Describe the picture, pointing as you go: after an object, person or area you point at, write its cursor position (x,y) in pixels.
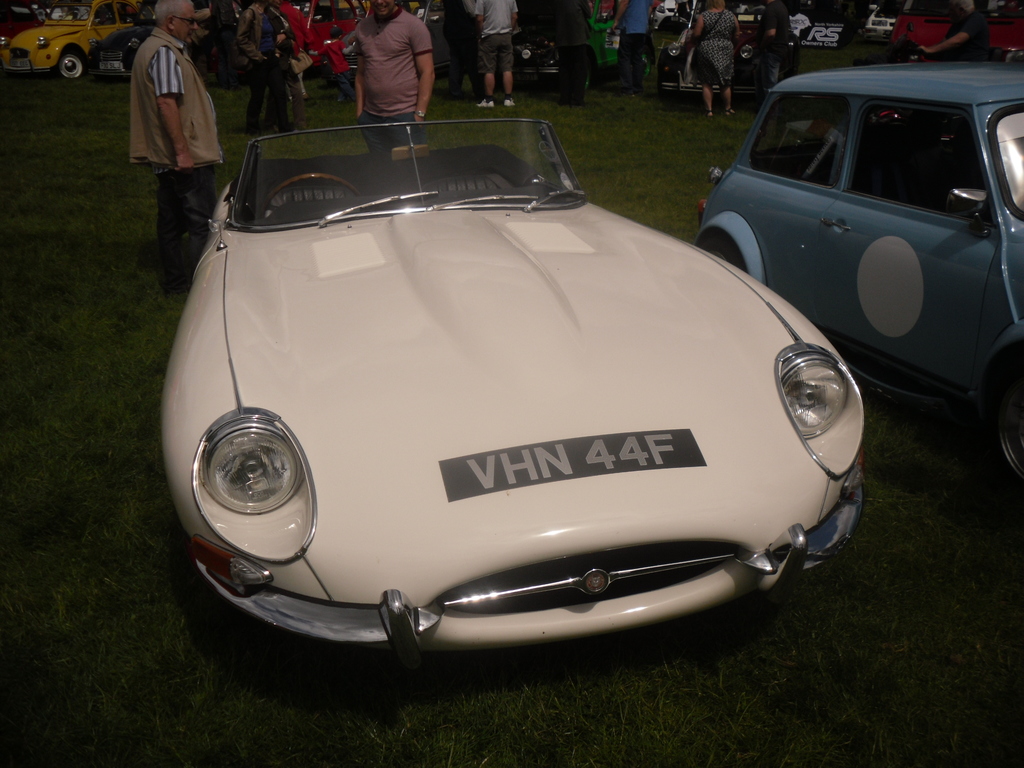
In this image there are a group of persons (420,80) standing towards the top of the image (973,51), there is grass (240,123) towards the bottom of the image (660,641), there are cars (62,55) towards the top of the image (88,45), there is a car (981,209) towards the right of the image (968,162), there is text (534,457) on the car (491,470).
